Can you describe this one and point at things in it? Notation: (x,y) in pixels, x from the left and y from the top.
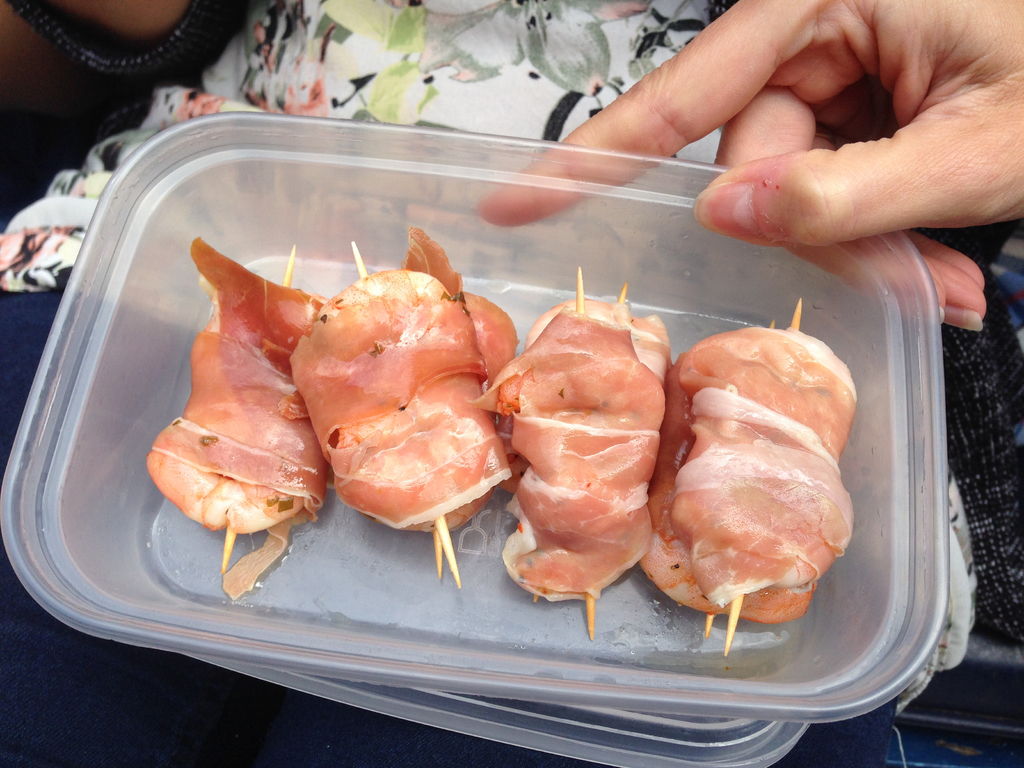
Here in this picture we can see a plastic box (663,268) present and in that we can see some food items (316,425) present and we can see somebody is holding it in hand (735,93).
